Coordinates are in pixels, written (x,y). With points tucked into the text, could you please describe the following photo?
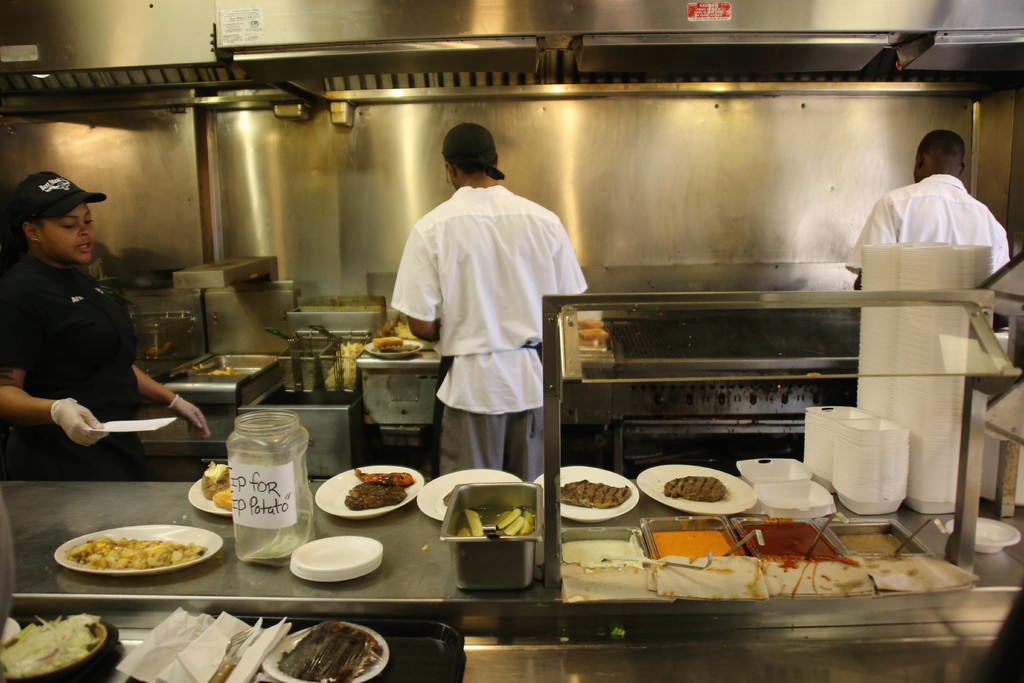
In this image, we can see a kitchen (725,246). There are three person (879,207) standing and wearing clothes (924,210). There is a table (461,597) at the bottom of the image (461,597) contains plates (354,518) and containers (461,579). There are tissues (208,632) in the bottom left of the image (201,643).
